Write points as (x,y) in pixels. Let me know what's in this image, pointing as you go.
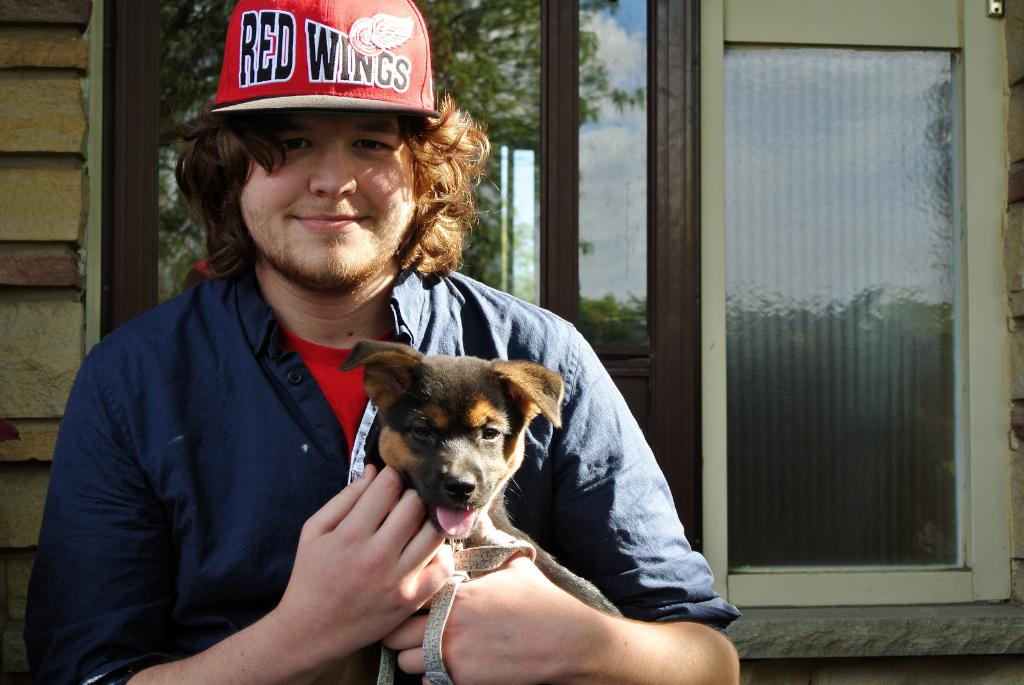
In the picture we can see a man (576,343) wearing a blue shirt (574,340) with red T-shirt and red cap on the cap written as red wings, he is holding a dog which is black and brown in color, in the background (467,97) we can see a window (775,221) to the wall (72,201), a window frame (116,187) is brown in color.
